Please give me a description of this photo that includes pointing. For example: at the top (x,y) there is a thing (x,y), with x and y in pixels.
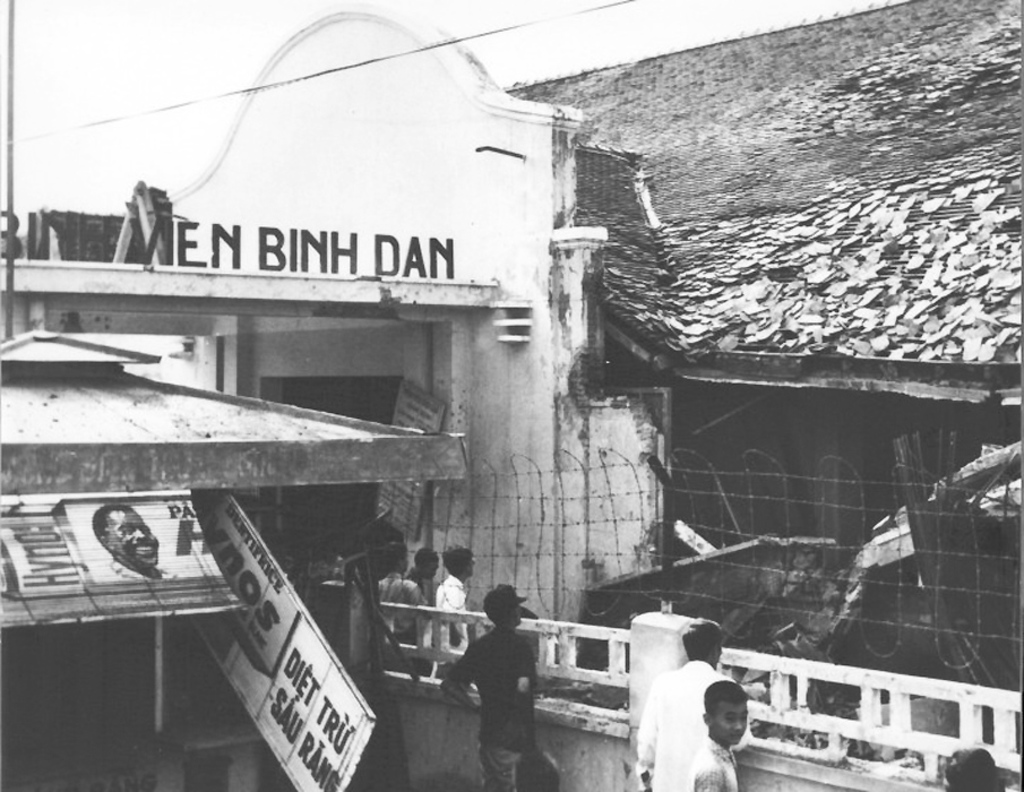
It is a black and white image. In this image, we can see houses (758,413), hoarding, railing (543,666), wire fencing (979,557), board (186,574), some text (238,561), walls (607,743) and few people (720,760). On the left side of the image (6,213), we can see a pole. Here there is a wire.
